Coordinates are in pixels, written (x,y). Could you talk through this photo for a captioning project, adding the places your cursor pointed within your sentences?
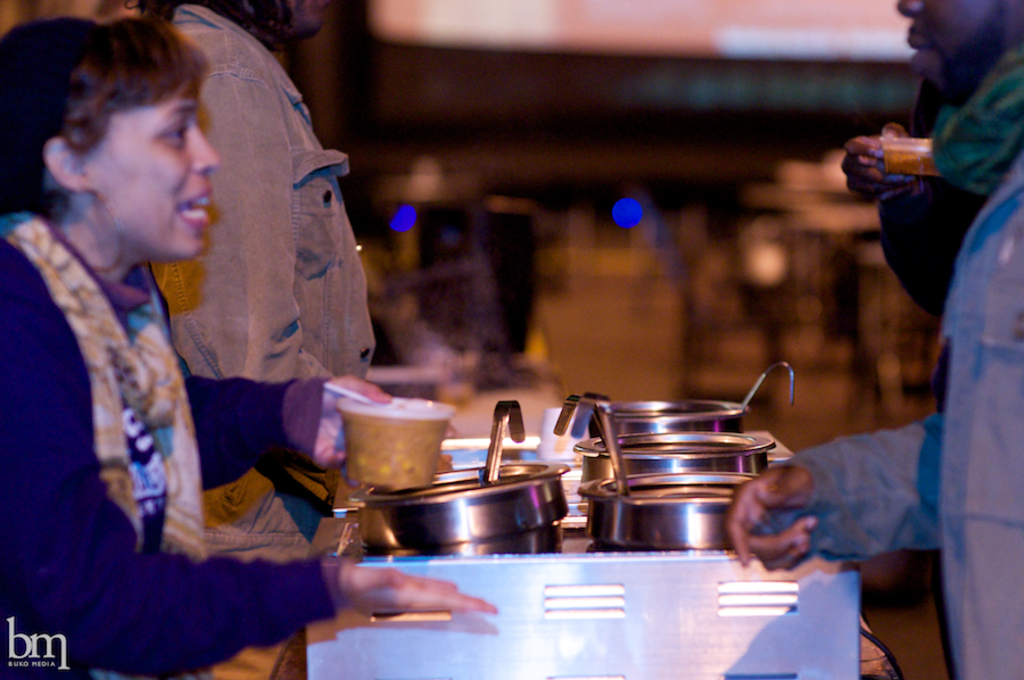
In this picture we can see a few vessels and spoons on an object (830,587). There is a woman (147,326) holding a cup (410,449) in her hand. We can see a person (218,292) on the left side (217,313). There is another person (1004,371) on the right side (993,526). Few lights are visible in the background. We can see a watermark (60,666) on bottom left (46,667).
